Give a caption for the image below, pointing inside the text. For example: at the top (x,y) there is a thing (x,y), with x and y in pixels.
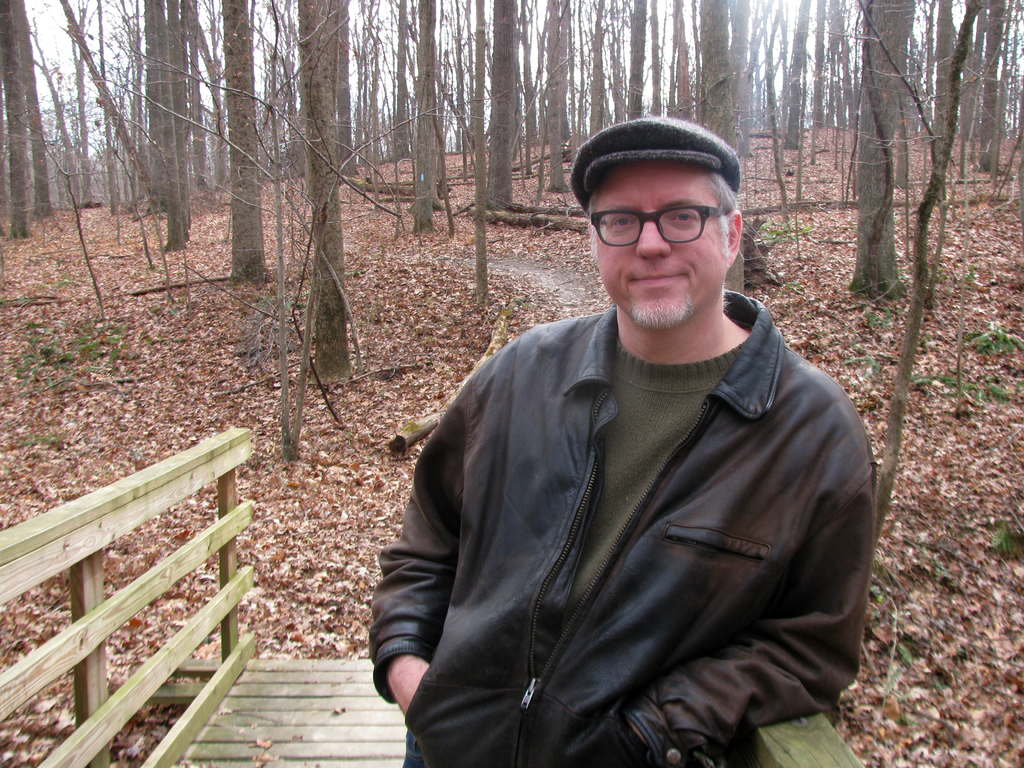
In this image we can see a forest (605,73). There are many dry leaves (194,323) on the ground (439,263). A man (697,487) is standing in the image. There are many trees (342,245) in the image.
